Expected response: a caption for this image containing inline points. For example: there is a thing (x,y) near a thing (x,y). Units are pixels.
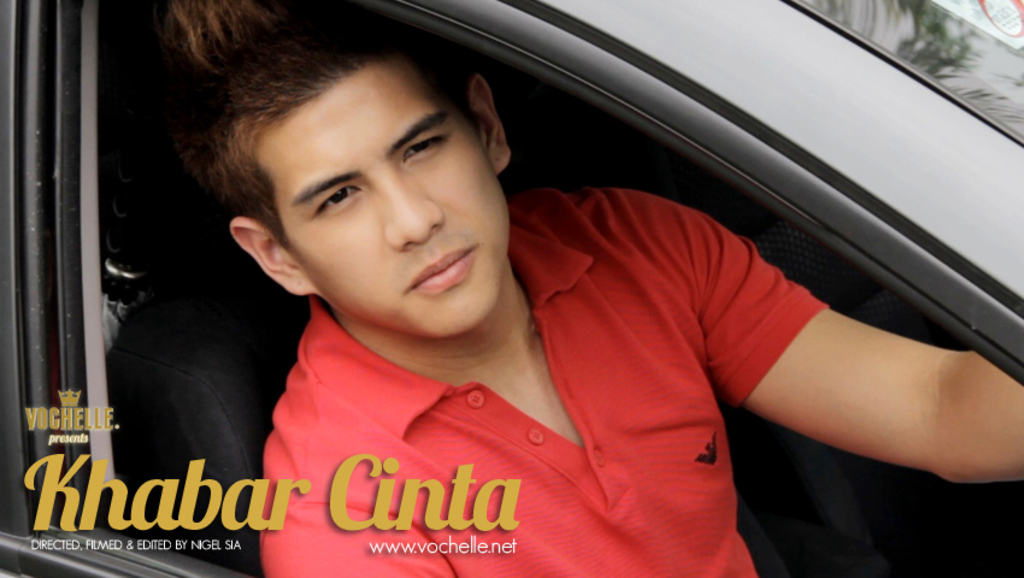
In this picture i could see a person (558,337) sitting inside the car (216,337), the seat (217,355) is black in color and car (937,229) looks silver and person (845,327) is wearing red t shirt (338,411).
